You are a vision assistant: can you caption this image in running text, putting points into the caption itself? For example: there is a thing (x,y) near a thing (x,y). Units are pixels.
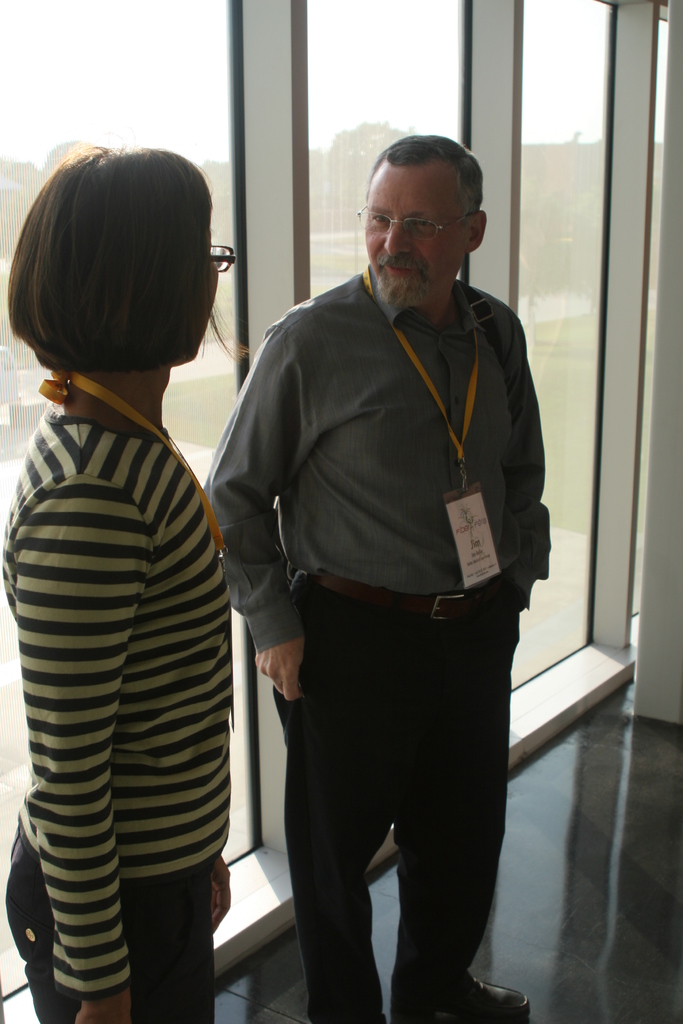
In this picture we can see two people (347,912) on the floor (597,886) and in the background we can see a glass door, through the glass door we can see trees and the sky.
